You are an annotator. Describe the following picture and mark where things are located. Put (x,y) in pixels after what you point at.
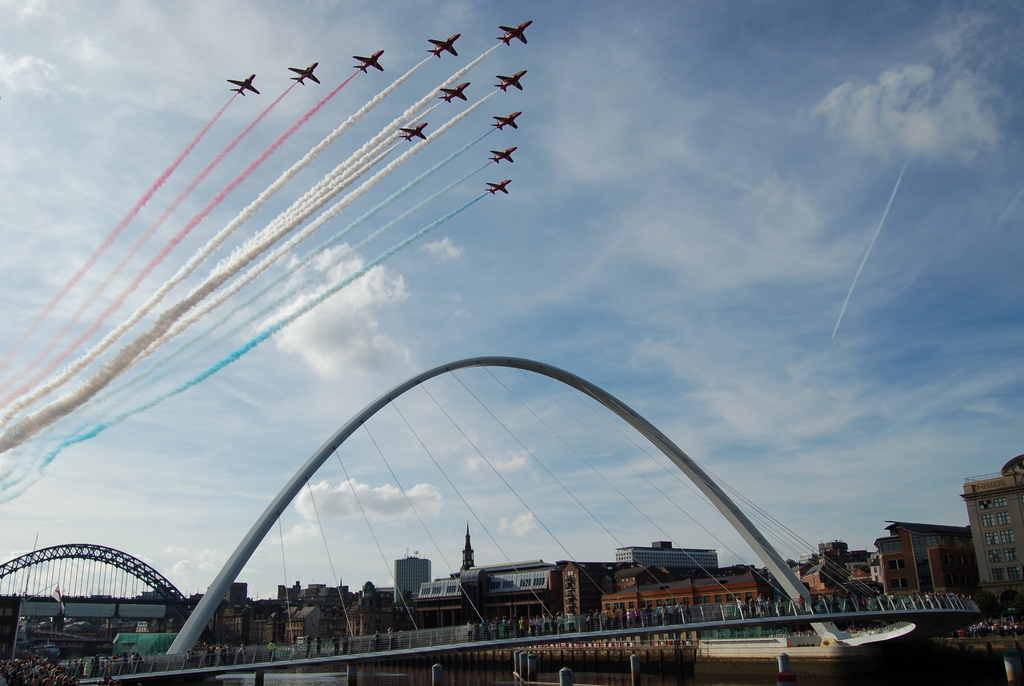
There are flights (500,120) flying with different color smoke (329,199). At the bottom of the image (498,593) there are buildings (381,596) and bridges (386,636) with arches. In the background (606,327) there is sky (619,292) with clouds (650,264).
